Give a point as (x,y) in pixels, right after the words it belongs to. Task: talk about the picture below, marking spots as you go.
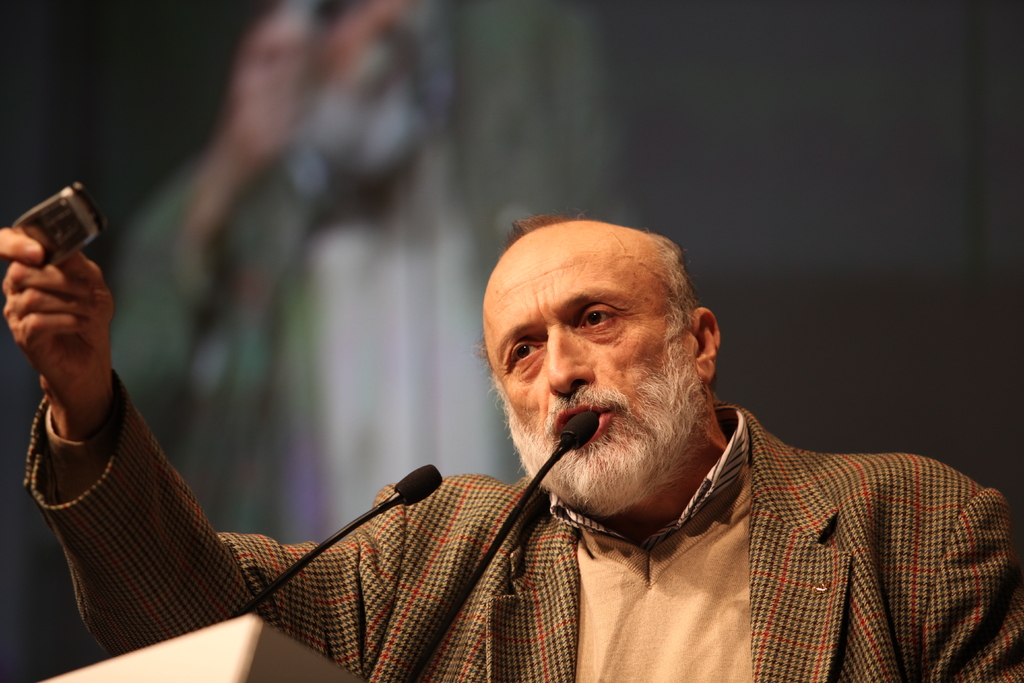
In the given image i can see a person (26,278) holding an object (67,195) and talking in the mike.
